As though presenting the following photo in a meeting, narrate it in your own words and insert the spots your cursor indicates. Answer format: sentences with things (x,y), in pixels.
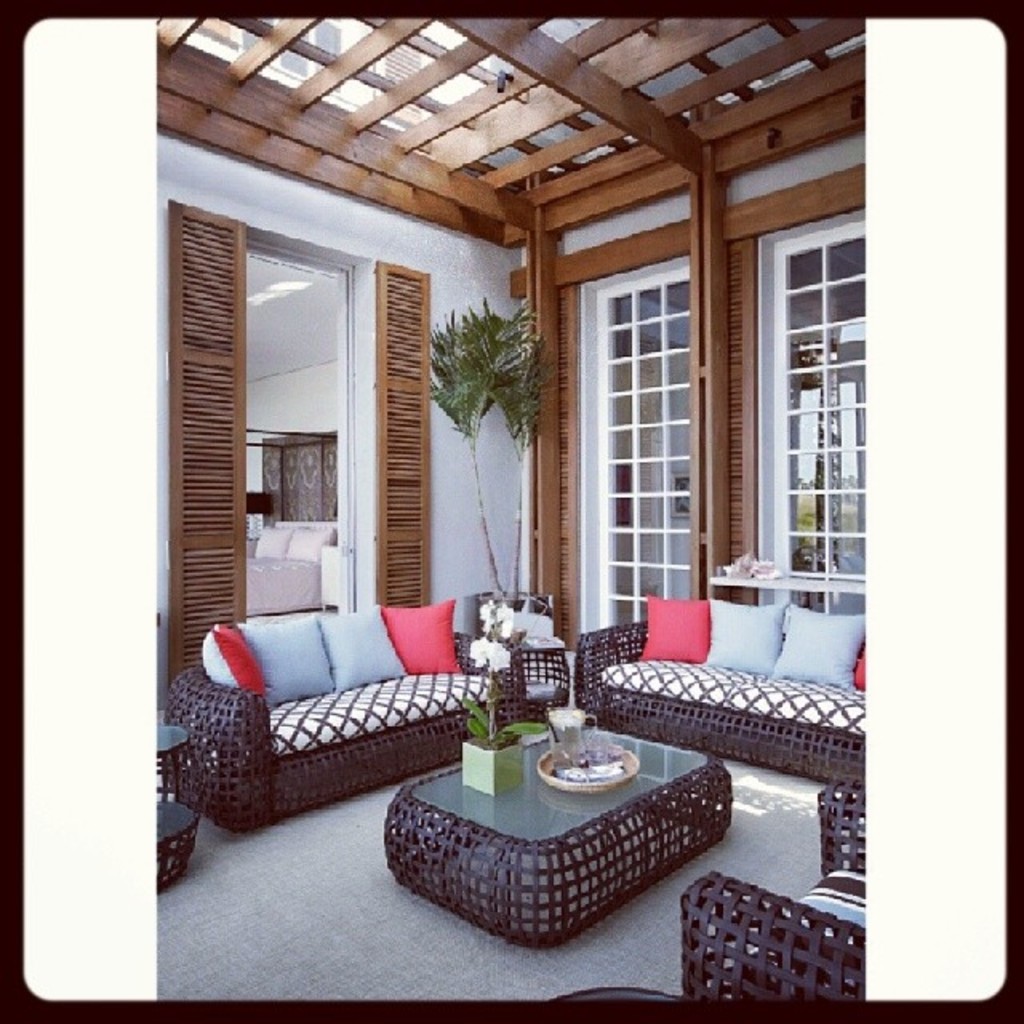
In this image i can see the interior of the house (477,775) i can see a teapoy (558,893) with a plant (494,665) on it. I can see few couches (442,730) with some pillows (764,665) on them. In the background (482,331) i can see a plant (515,419) ceiling (477,58) and a door (256,452).
